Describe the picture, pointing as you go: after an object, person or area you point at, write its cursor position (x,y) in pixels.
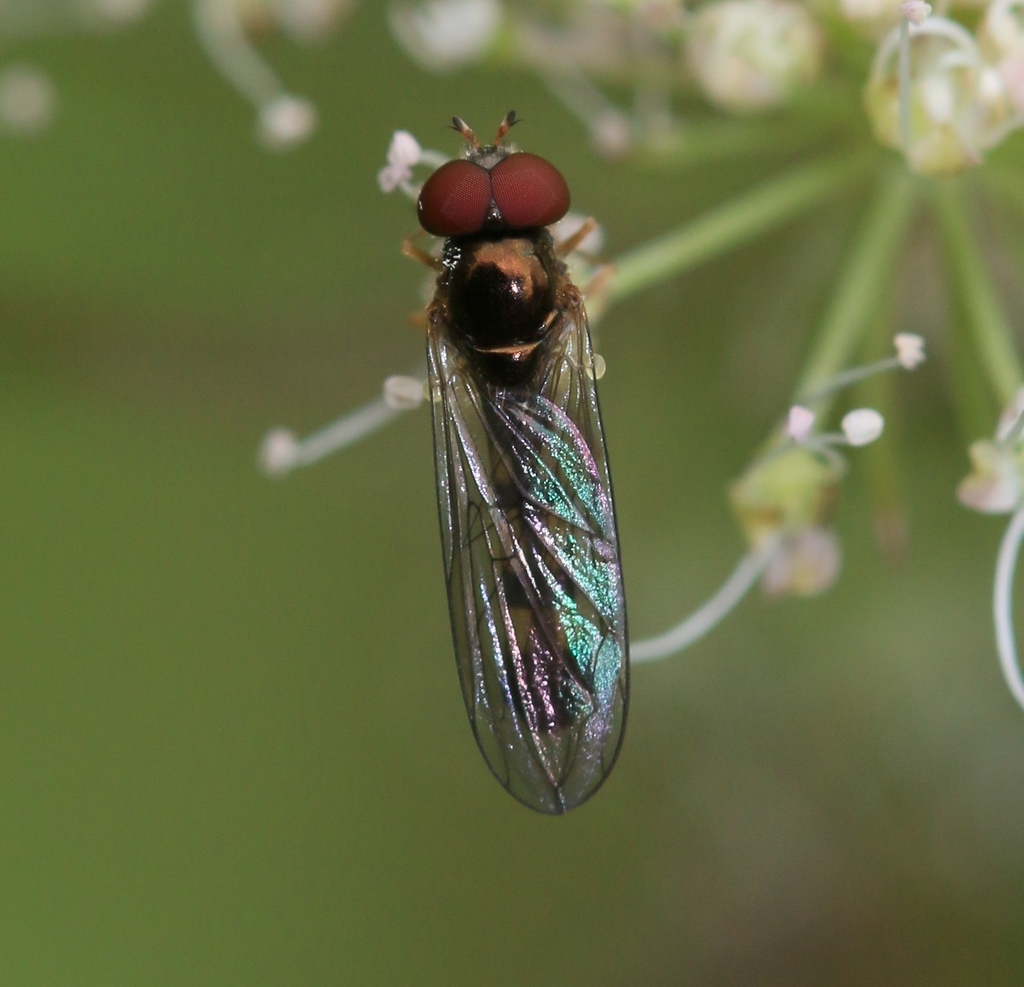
In this picture we can see an insect (477,303), flowers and in the background (779,631) we can see it is blurry.
